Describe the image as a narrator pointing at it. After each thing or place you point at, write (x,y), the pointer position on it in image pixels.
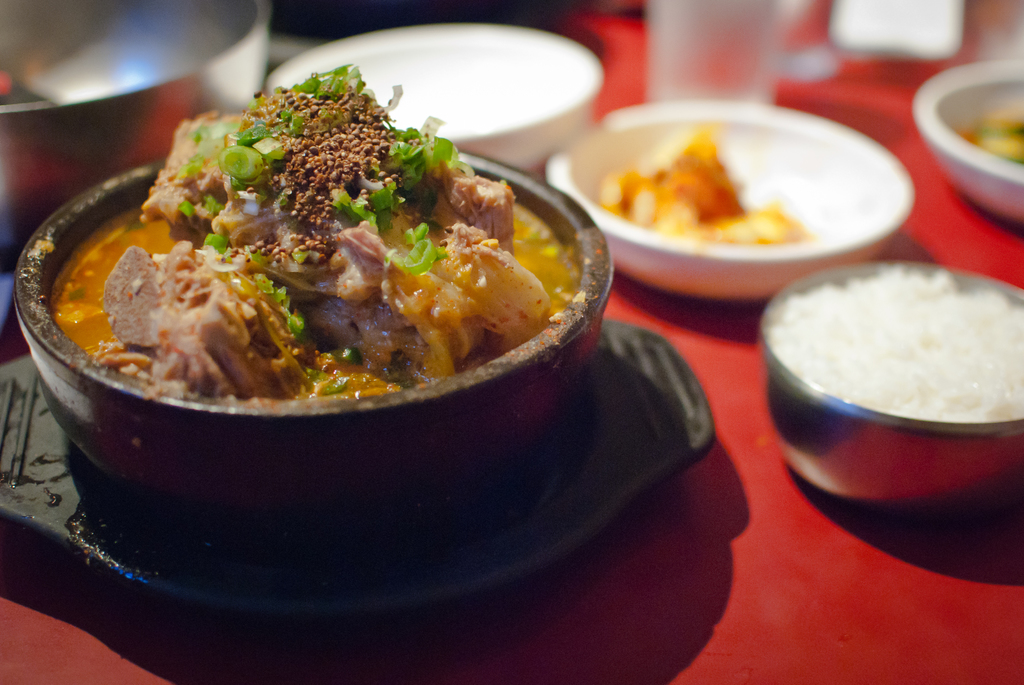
In this image, we can see bowls (795,171), a glass (767,52), a plate (229,562) and there are food items (226,168). At the bottom (673,609), there is a cloth (769,576) on the table (673,605).
